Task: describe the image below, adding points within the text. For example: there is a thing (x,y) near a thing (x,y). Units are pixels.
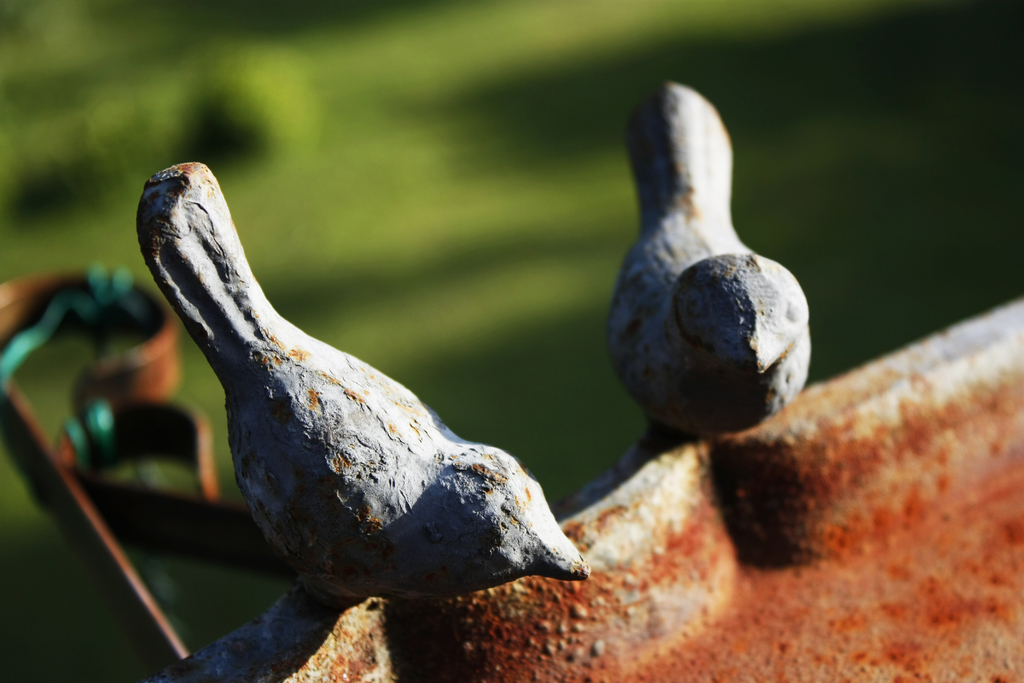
In front of the image there are depictions of two birds (444,475) on the rusty metal rim (265,638). Behind the birds (459,587) there is some object (233,498) and the background of the image (443,263) is blur.
